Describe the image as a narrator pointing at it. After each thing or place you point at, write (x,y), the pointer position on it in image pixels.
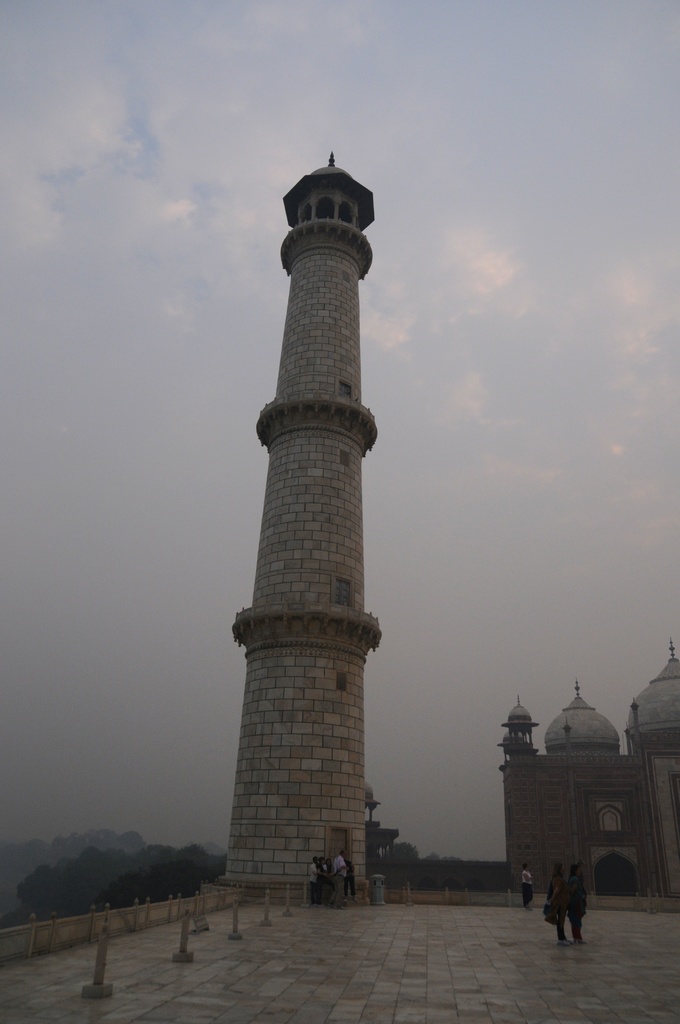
On the right of the image (544,876) we can see a monument (581,851). In the center (259,661) there is a minar (295,449). At the bottom (553,908) there are people (580,869). In the background (150,876) there are trees (162,876) and sky (451,264).
